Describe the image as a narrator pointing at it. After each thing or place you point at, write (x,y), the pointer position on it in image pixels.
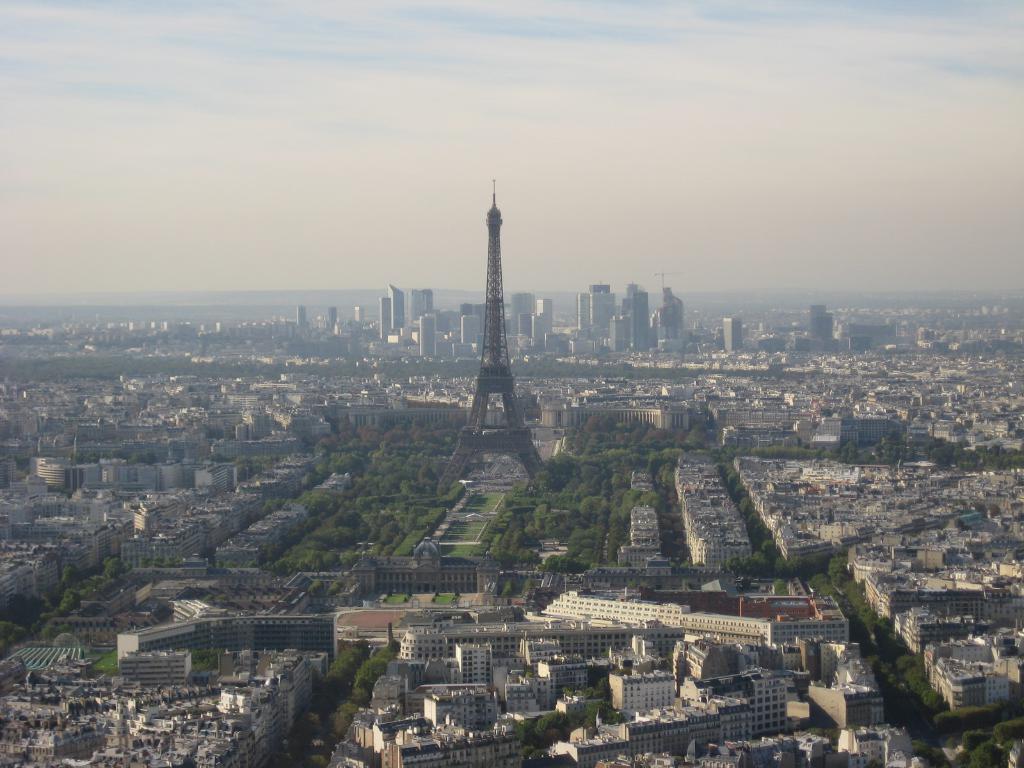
This image is taken outdoors. At the top of the image (285,129) there is the sky (775,156) with clouds (399,97). At the bottom of the image (199,635) there are many houses (559,679), buildings (695,663), trees (314,562) and plants (671,499) on the ground (926,726). In the middle of the image (483,369) there is an Eiffel tower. In the background (286,331) there are a few skyscrapers (519,327) and buildings (759,334).
